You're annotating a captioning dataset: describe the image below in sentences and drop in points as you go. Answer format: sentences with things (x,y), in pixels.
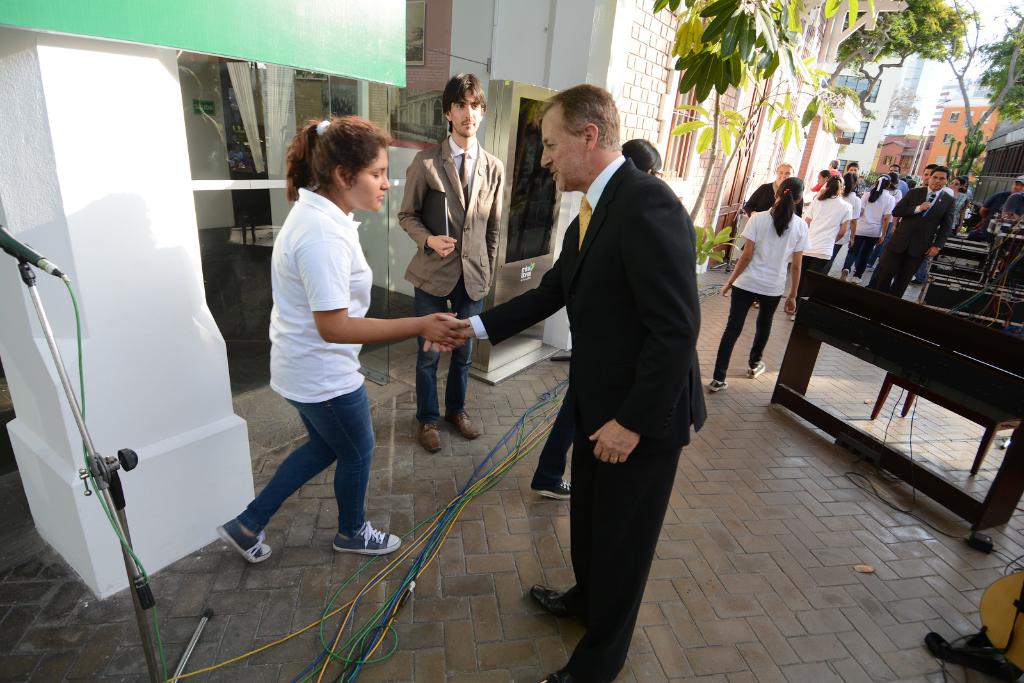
In this picture we can see some people (822,237) are walking and some people (602,300) are standing, in the background (961,98) there are some trees (708,87) and buildings (636,74), on the left side (71,349) there is a microphone (22,257) and a pillar (100,279), on the right side (985,286) there are some wires (1007,267), we can also see wires (423,566) at the bottom (447,533).
